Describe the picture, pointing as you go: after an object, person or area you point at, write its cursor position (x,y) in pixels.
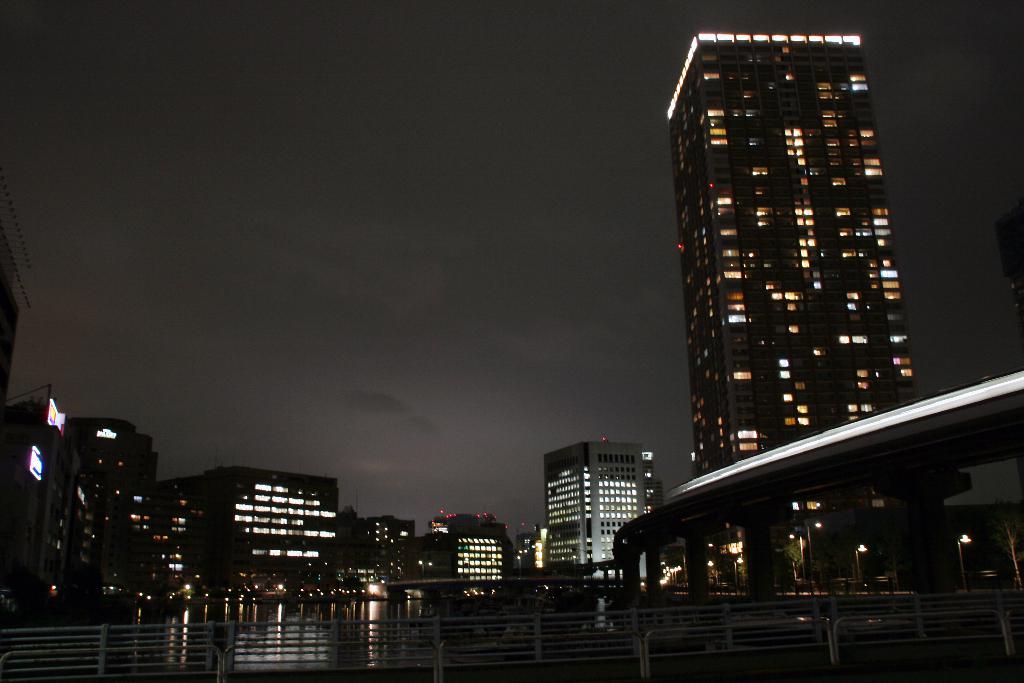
In this image I can see number of buildings (392,535), water (291,634), lights (481,594), few boards (51,414) and railings (839,613). I can also see this image is in dark.
